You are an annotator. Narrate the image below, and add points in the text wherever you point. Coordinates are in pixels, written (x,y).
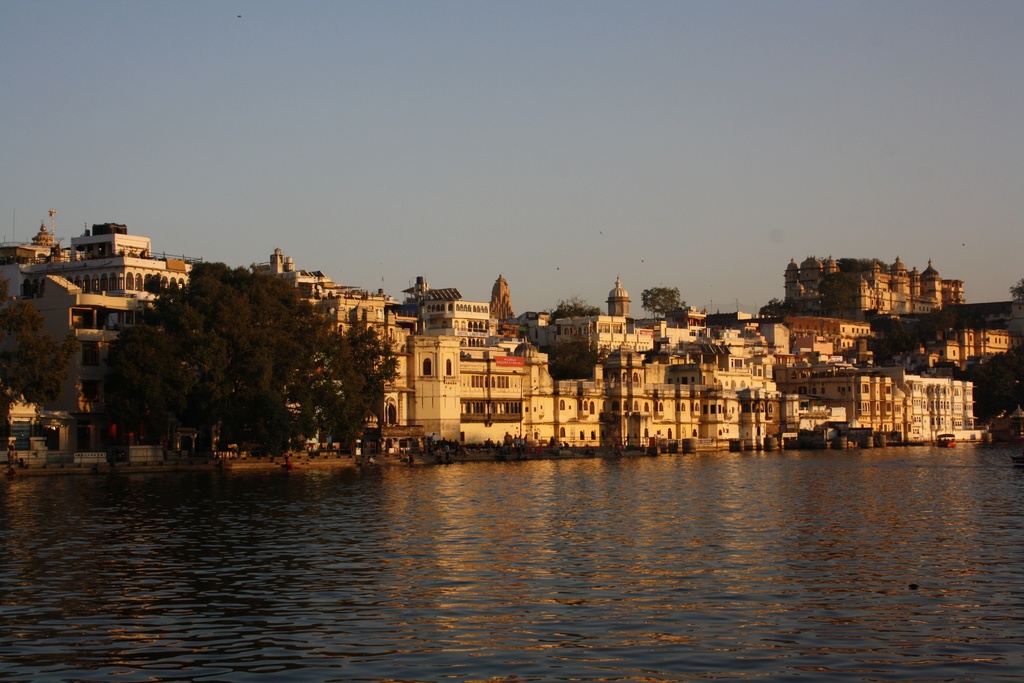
We can see water (552,508). In the background (786,443) we can see buildings (406,311), trees (217,417), people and sky (531,216).
